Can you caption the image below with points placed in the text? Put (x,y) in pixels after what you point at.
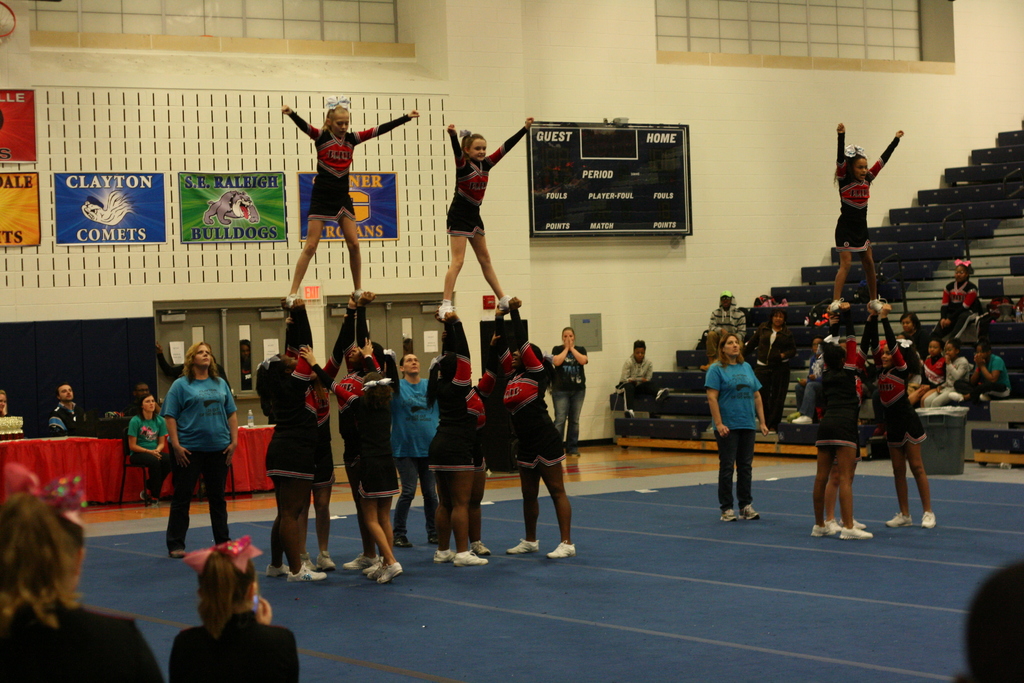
In this image there are people (537,502) with different uniforms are present on the floor (621,595). Image also consists of a black scorecard (628,205). Stairs (970,243) are visible in this image. There is also a table (101,466) covered with red cloth (116,455).
